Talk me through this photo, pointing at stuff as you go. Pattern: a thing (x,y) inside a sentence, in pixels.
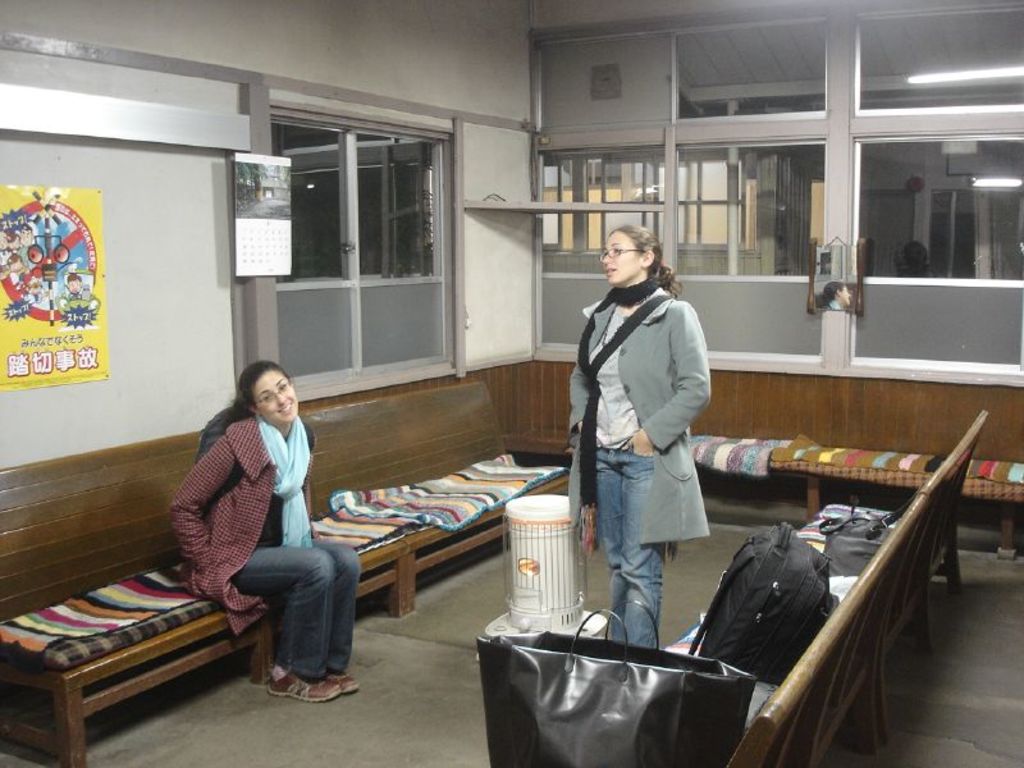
In the image I can see a lady (314,617) on the bench (157,674) on which there is a cloth (343,535) and to the side there is an other person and also I can see a back pack (754,557), bag (593,746) and some posters (86,331) to the walls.
